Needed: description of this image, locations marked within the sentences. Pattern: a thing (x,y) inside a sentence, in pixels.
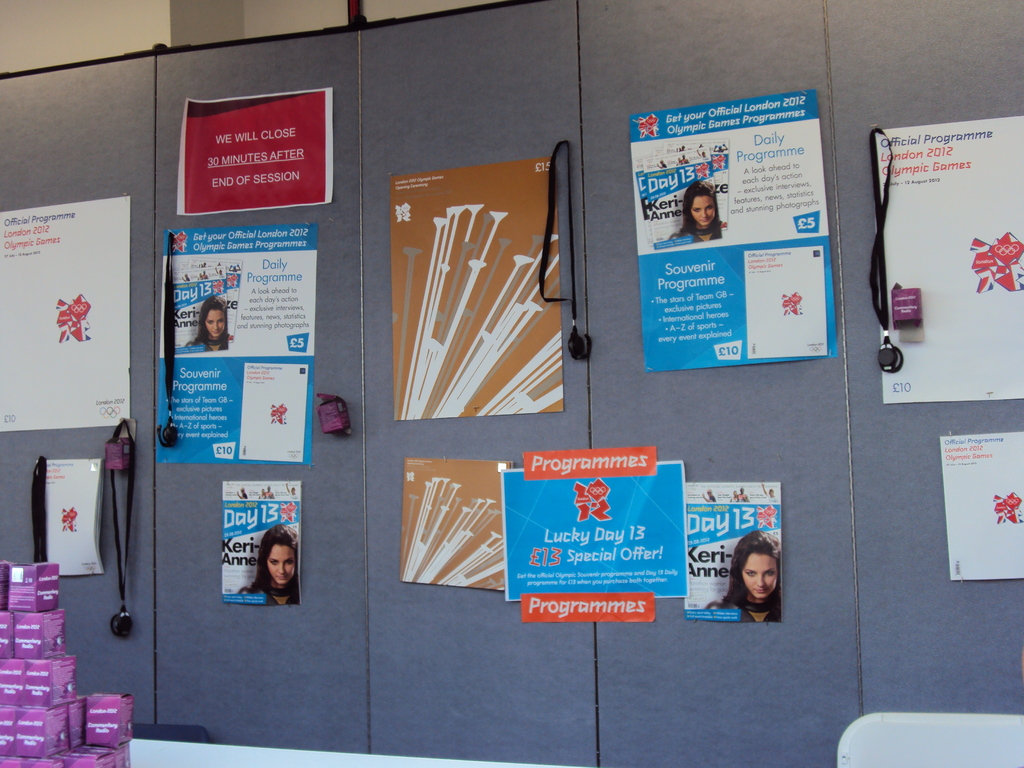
In this image we can see a board (134,114) with few posters (124,202) and objects (114,446) near the wall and there is a chair (851,739) and few objects (110,752) on the table (212,764) near the board (571,378).
